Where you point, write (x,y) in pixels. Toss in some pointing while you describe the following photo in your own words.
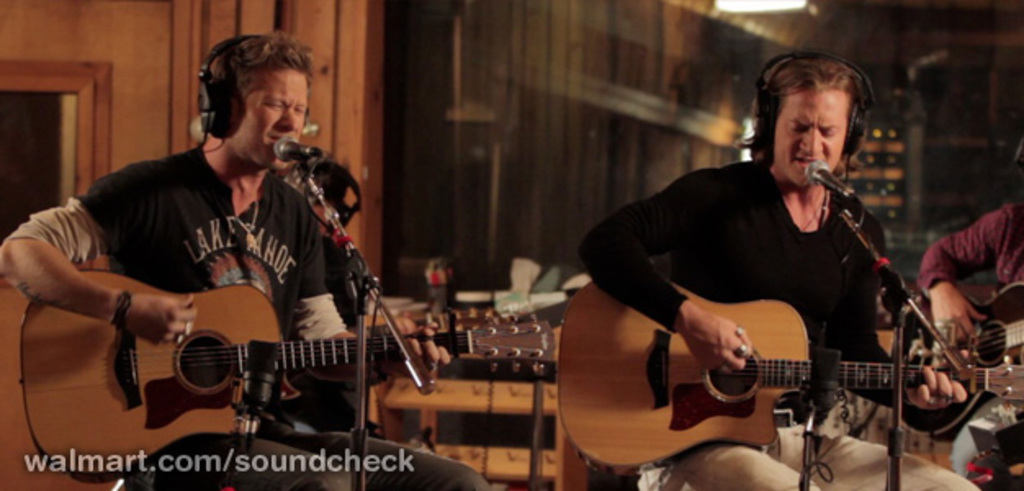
This picture is clicked musical concert. Man (726,245) wearing black t-shirt (758,283) is holding guitar (694,412) in his hands (686,327) and playing it and he is even singing on microphone (836,177). Beside him, man (139,228) in black and white t-shirt (165,227) is also playing guitar (342,354) and singing on microphone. Behind them, we see table (454,310) on which water bottle (438,291) and book (472,297) are placed. On the right corner of the picture (953,329), we see man (940,286) is holding guitar (996,363) and on background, we see cupboard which are brown in color.
